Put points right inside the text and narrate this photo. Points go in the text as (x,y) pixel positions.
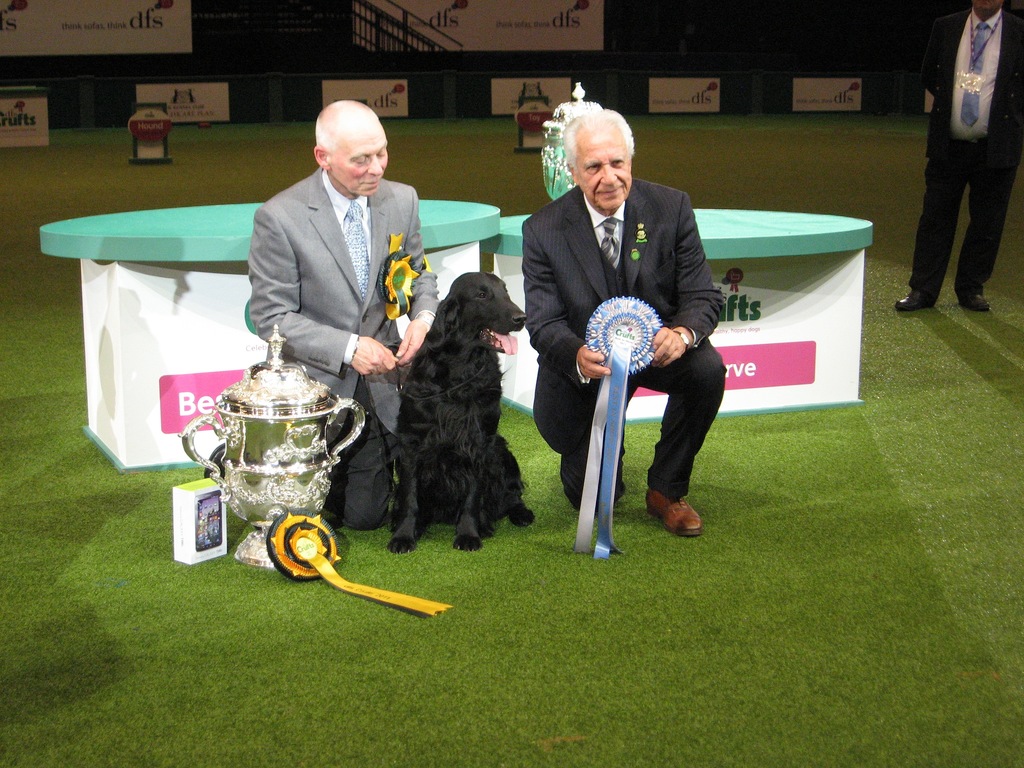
In the foreground of this image (614,279), there are two men (378,205) squatting on the grass (613,641), where a man (628,248) is holding a badge (635,345). We can also see a black dog (456,420), cup (283,487), badge (276,554) and a box (214,554) on the grass (302,620). Behind them, there are tables (779,243) and a man (974,186) standing on the right (975,129). In the background (611,92), there are banners (352,85) and railing (411,31) in the dark.
